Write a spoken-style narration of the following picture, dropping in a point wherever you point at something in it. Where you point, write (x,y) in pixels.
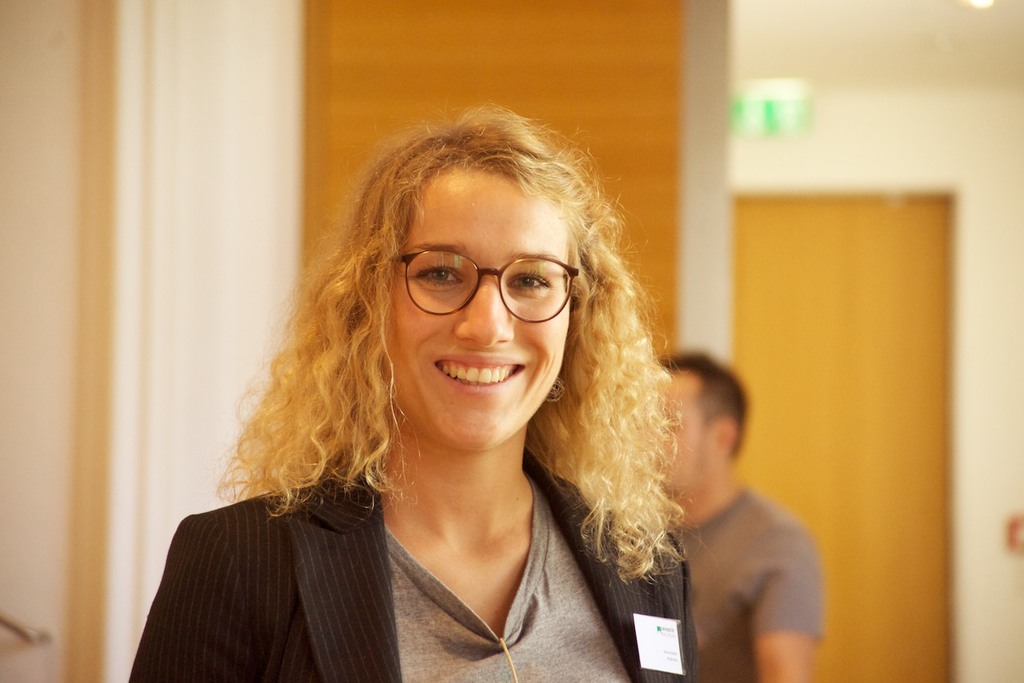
There is a woman (273,594) wearing black coat (304,582) is smiling and there is another person (714,526) behind her.
